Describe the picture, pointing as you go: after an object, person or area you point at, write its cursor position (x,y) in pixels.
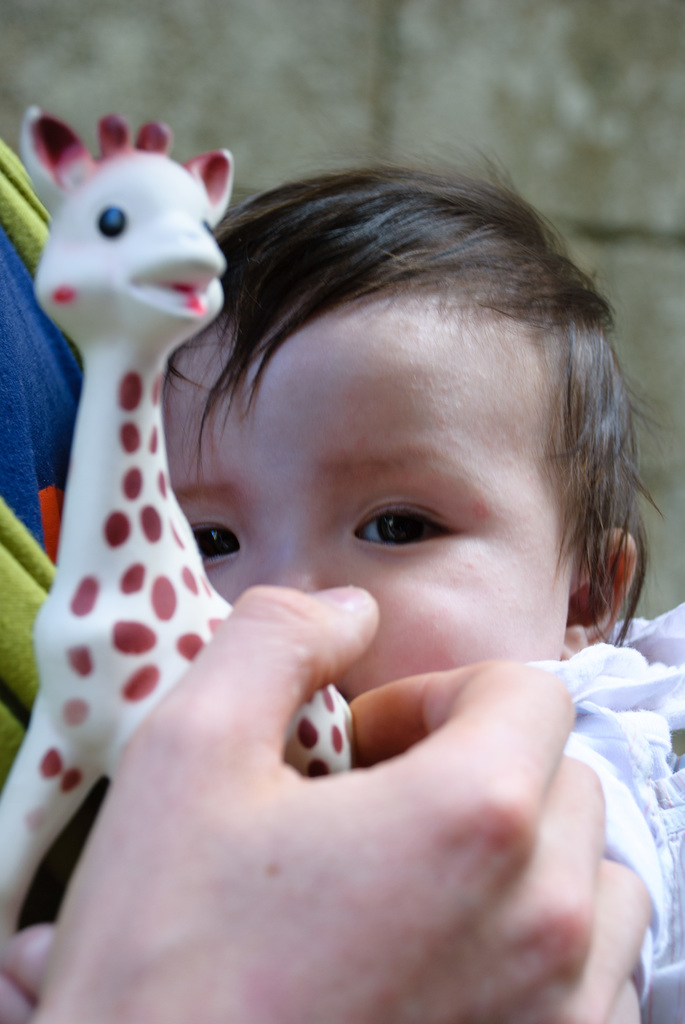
This image is taken indoors. In the background (473,107) there is a wall (473,142). On the left side of the image (173,947) there is a person (187,840) and is holding a toy (170,677) in hand (336,863). In the middle of the image (342,420) there is a baby (449,542).
